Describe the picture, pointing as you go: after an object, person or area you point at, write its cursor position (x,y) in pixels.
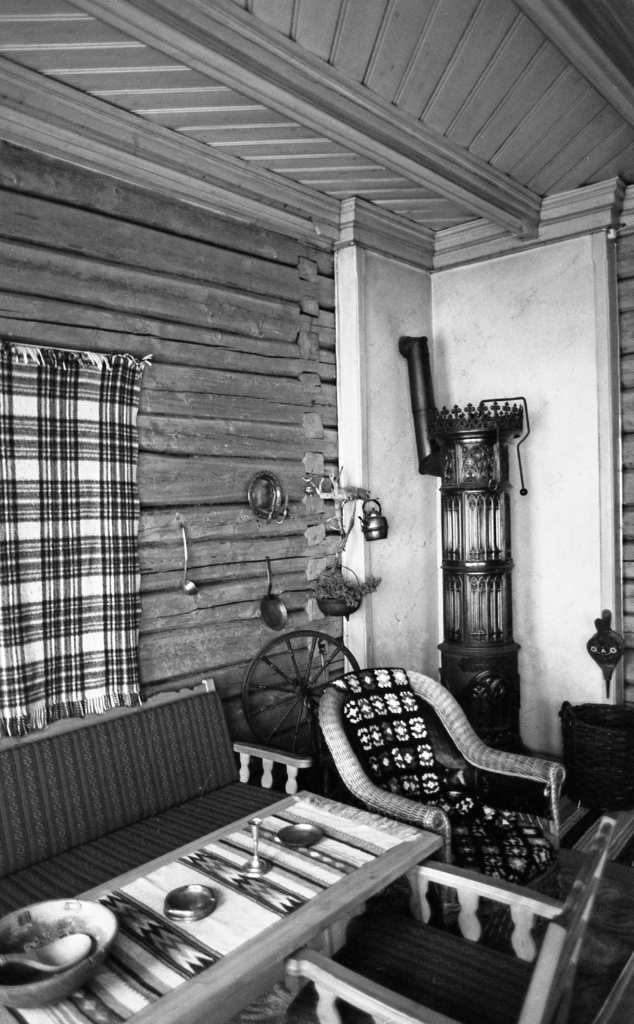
This is a black and white picture. We can see the inside view of a building (236,544). Inside the building (271,670), there are chairs (474,798), couch (123,754) and a table (179,962). On the table (108,985), there is a bowl (52,992) and some objects (56,948). Behind the chair (345,770), there is a basket (577,739) and some objects (324,604). On the left side of the image (119,568), there is a curtain (88,556). At the top of the image (317,124), there is a ceiling (359,72).
